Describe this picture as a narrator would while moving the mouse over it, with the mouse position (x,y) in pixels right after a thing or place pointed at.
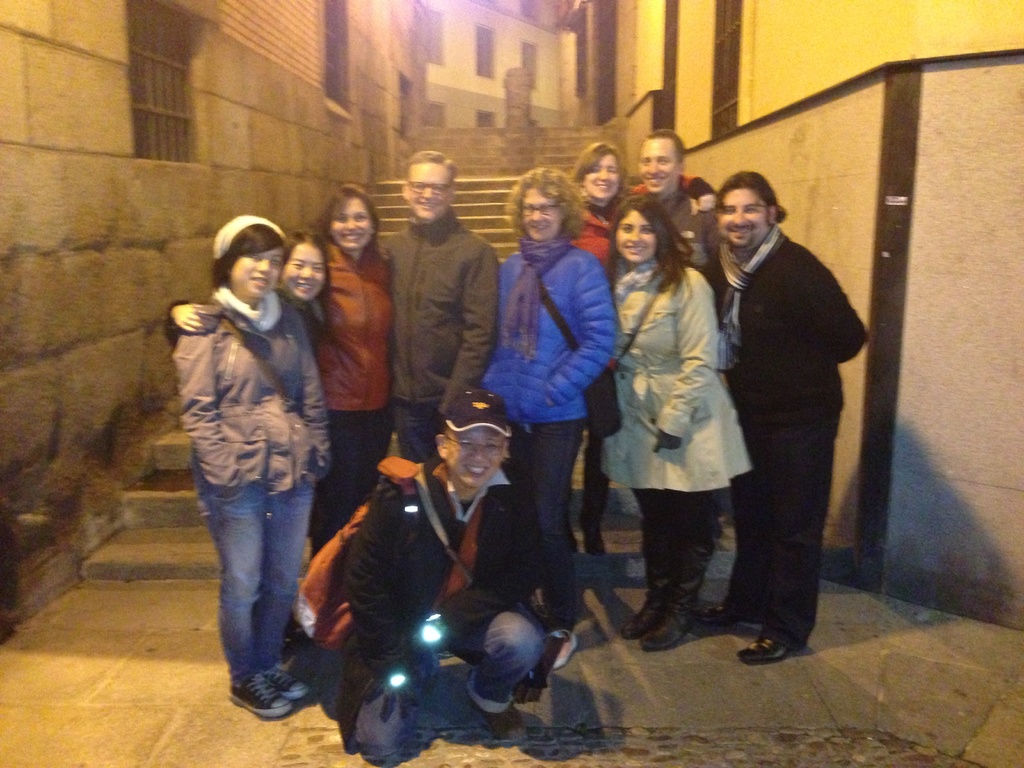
In the center of the image (415,390) we can see people (705,461) standing. At the bottom (449,528) there is a boy (472,553) sitting. We can see lights (434,628). In the background (530,141) there are stairs (488,141) and we can see buildings (606,76).
